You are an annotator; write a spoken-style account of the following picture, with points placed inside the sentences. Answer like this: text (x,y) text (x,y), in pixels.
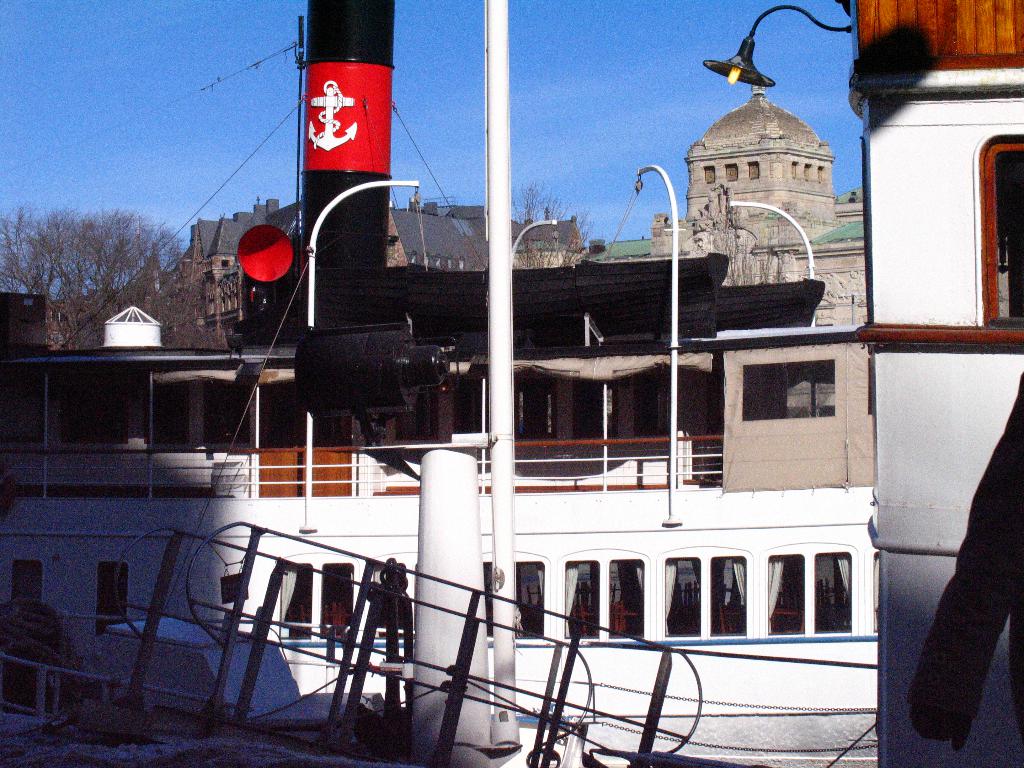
In this image here there is a pole (490,653). In the background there are buildings (688,215), trees (111,254). This is a light (748,67). This is the sky (172,119). This is a ship (665,593), it is on the water body (787,733).
